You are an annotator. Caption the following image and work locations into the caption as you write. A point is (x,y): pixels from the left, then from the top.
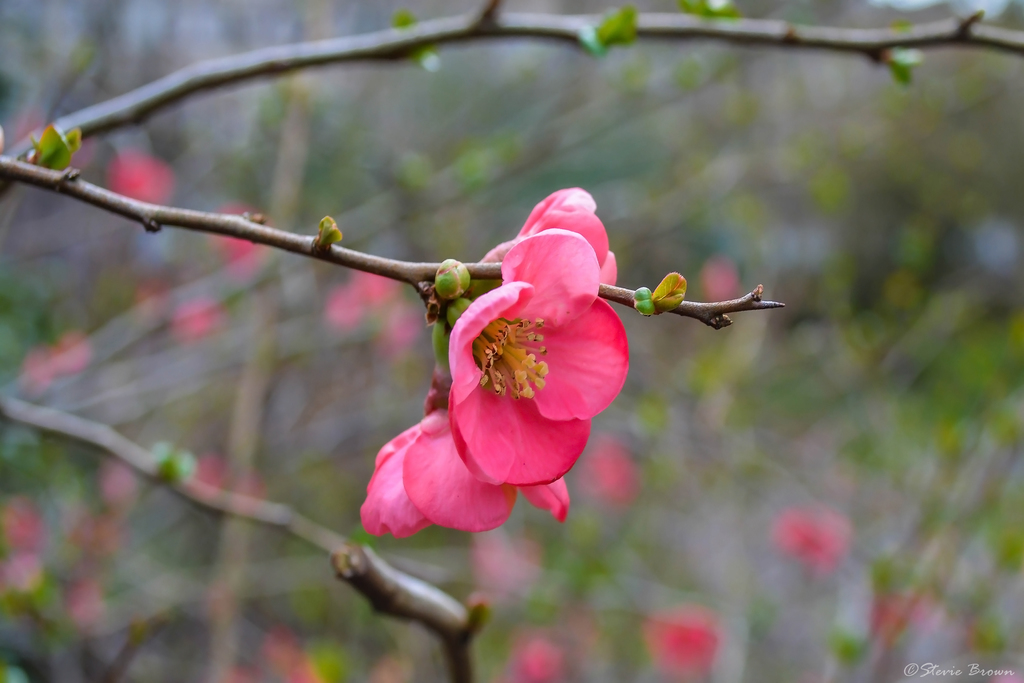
In this picture I can see a plant (591,403) with pink color flowers (584,190), and there is blur background (956,92) and a watermark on the image.
